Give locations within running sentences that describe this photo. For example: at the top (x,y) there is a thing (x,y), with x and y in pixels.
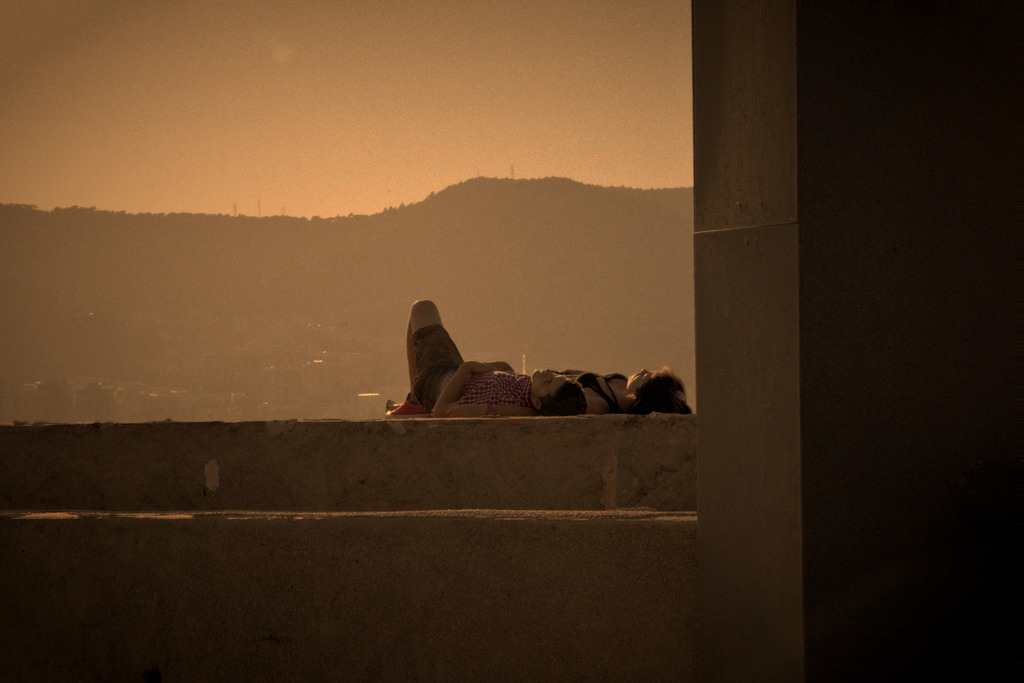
In this image I can see two people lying on the wall (375,482). In the background (279,274) I can see the mountains (278,230) and the sky (196,60).
